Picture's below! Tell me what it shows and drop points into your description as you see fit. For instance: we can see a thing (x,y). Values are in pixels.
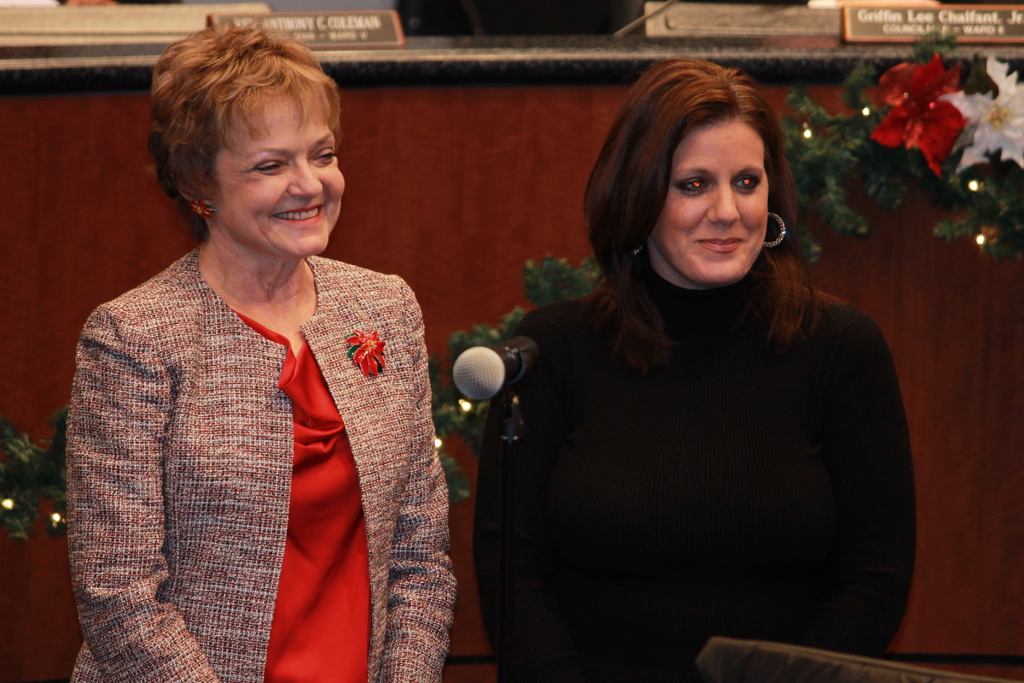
This image consists of two persons (669,366). On the right (696,486), the woman (716,501) is wearing a black dress (607,453). On the left (256,466), the woman (336,555) is wearing a red dress (327,560) and a jacket (205,433). On the right (1012,127), there are flowers (891,90). In the background (562,56), there is a desk (554,84) on which name plates (938,13) are kept. In the middle (459,358), there is a mic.
